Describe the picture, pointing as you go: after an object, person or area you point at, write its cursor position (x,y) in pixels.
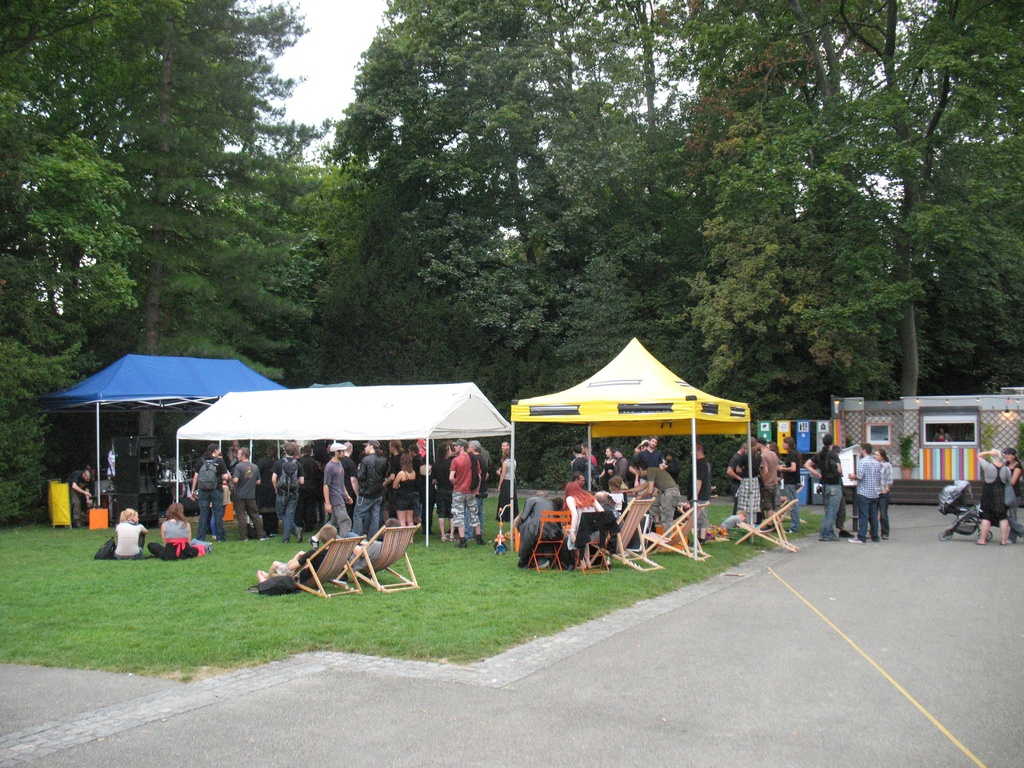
This picture describes about group of people (384,497), few (269,577) are seated on the chairs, few (173,520) are seated on the grass (157,570) and few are standing, in the background (131,431) we can see few trees (191,338), speakers (134,445), tents (588,390) and lights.
